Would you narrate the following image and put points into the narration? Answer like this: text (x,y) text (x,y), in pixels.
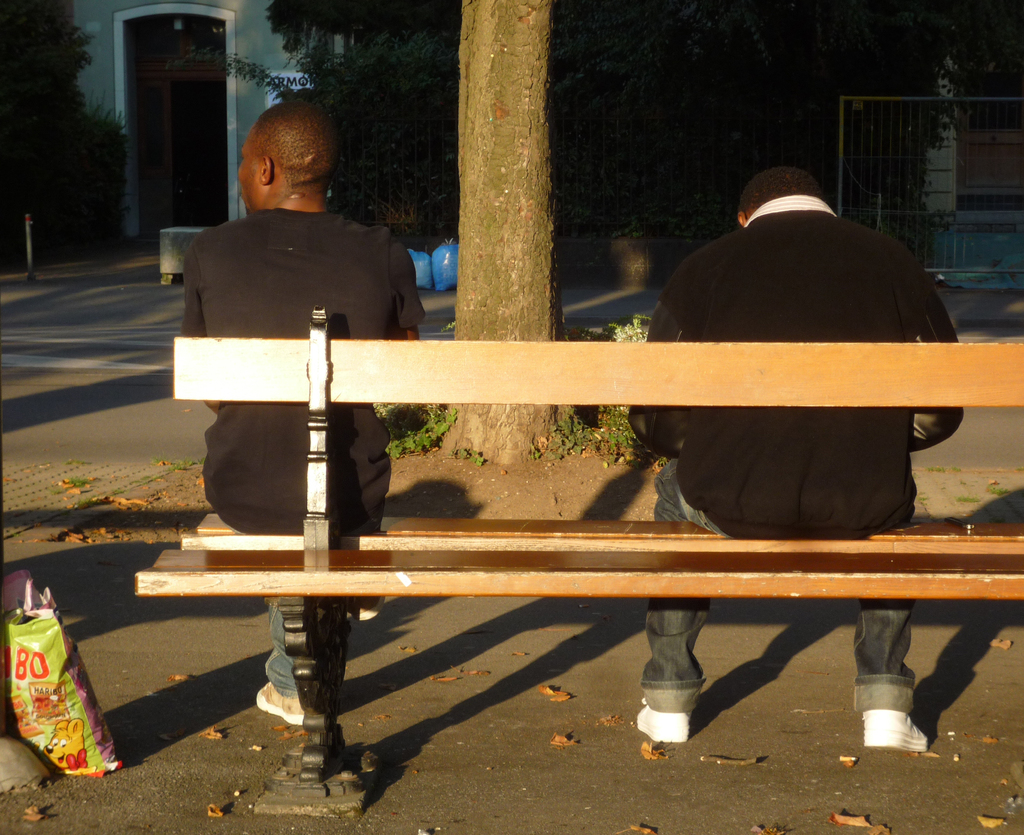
In this picture outside of the city (173,456). The two persons (380,287) are sitting on a bench (257,540). They are wearing a shoes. We can see in background (261,38) tree (404,112), house (261,38) and gate (941,233).
